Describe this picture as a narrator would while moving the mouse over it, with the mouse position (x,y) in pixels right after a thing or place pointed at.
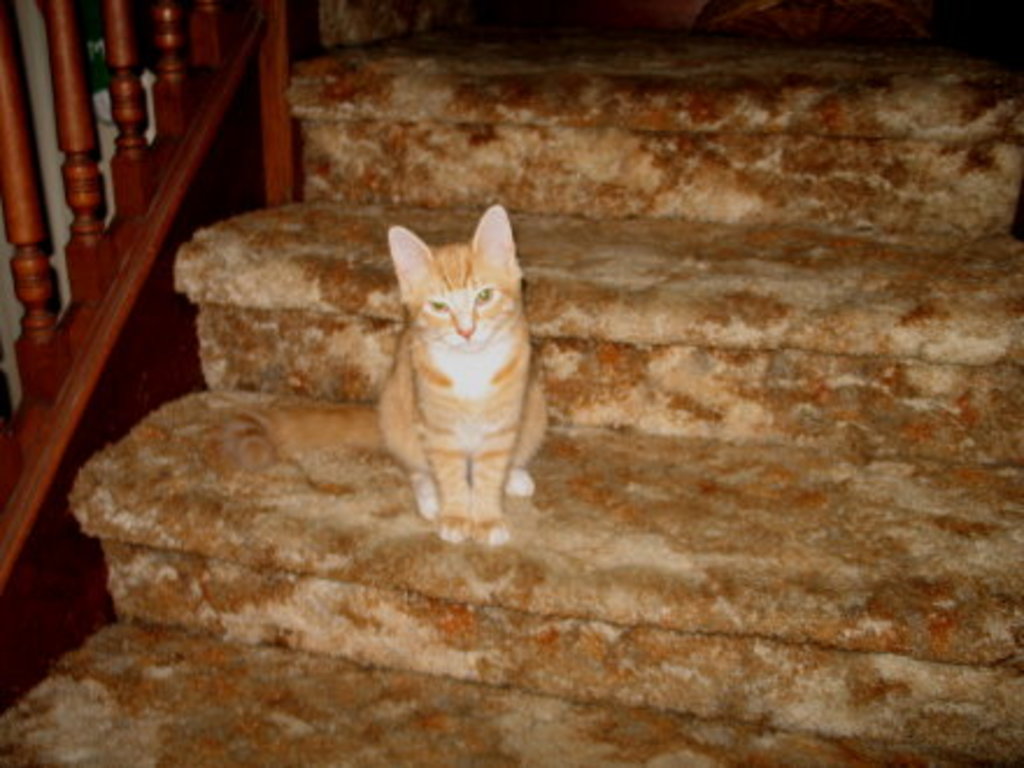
In this picture I can see a cat (480,337) on the stairs (234,685), and there are balusters (120,20).
